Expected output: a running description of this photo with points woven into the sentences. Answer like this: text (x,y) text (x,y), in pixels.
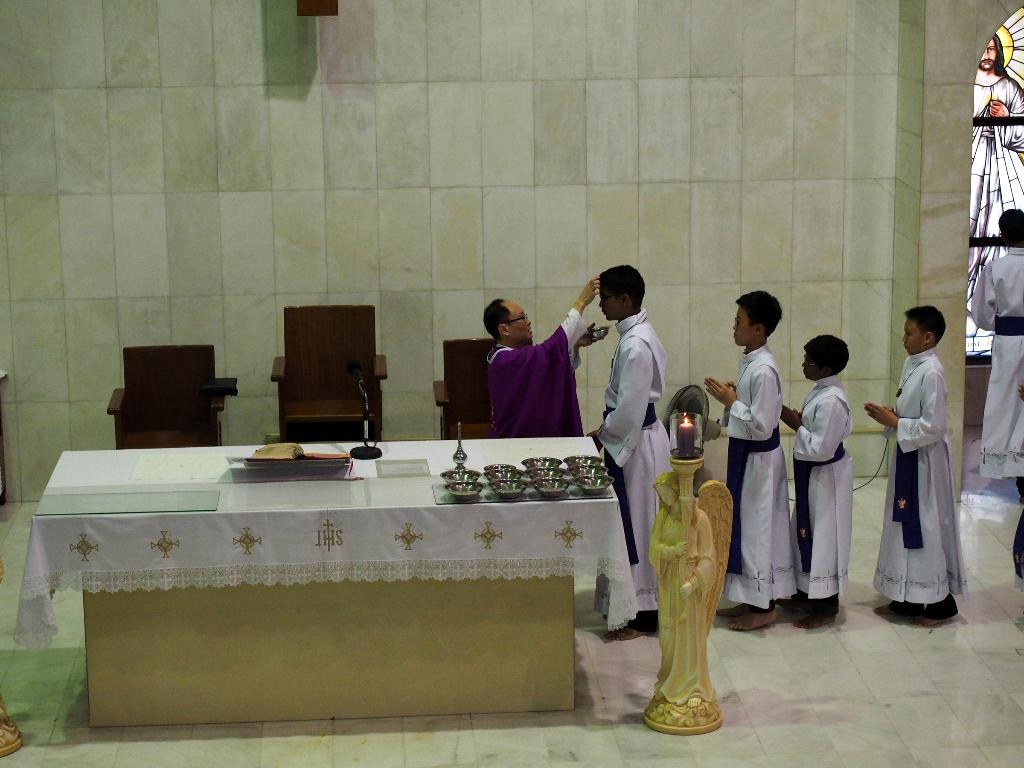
In this picture we can see the table (290,697) with a cloth (248,558), bowls (514,477), mics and some objects (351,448) on it and beside this table (546,596) we can see a statue (690,503) with a candle (682,423) on it, chairs (458,405) and some people (997,376) standing on the floor (866,670) and in the background (44,480) we can see the wall (567,81) and some objects (1004,76).
